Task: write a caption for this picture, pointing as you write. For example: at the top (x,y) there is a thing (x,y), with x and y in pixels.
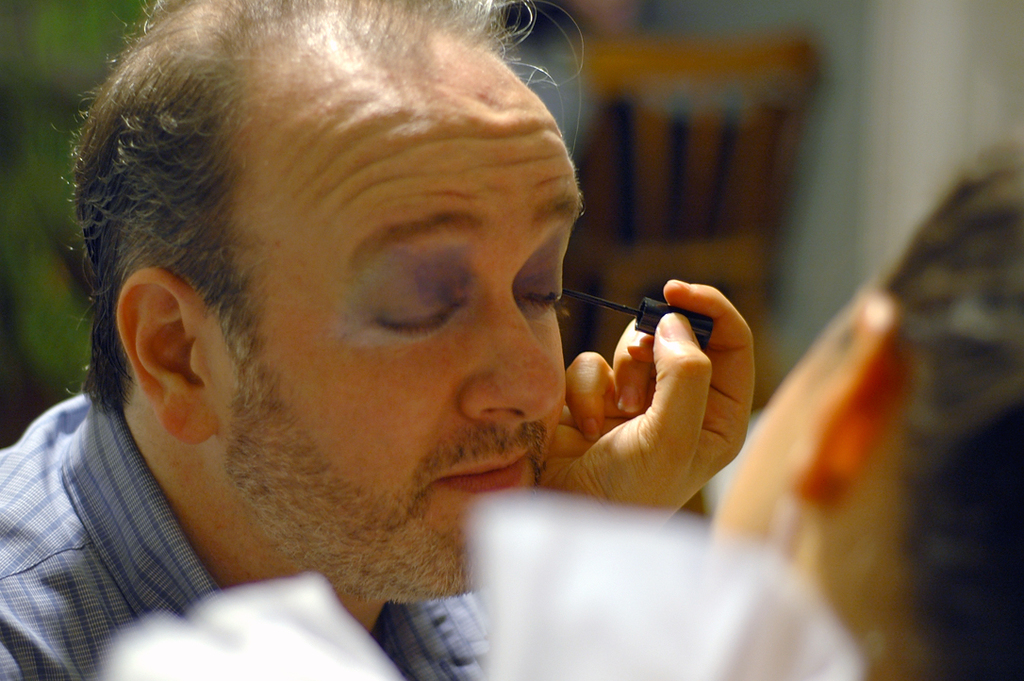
In this image we can see a man (478,399) and a woman (781,467). In that the woman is holding a liner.
